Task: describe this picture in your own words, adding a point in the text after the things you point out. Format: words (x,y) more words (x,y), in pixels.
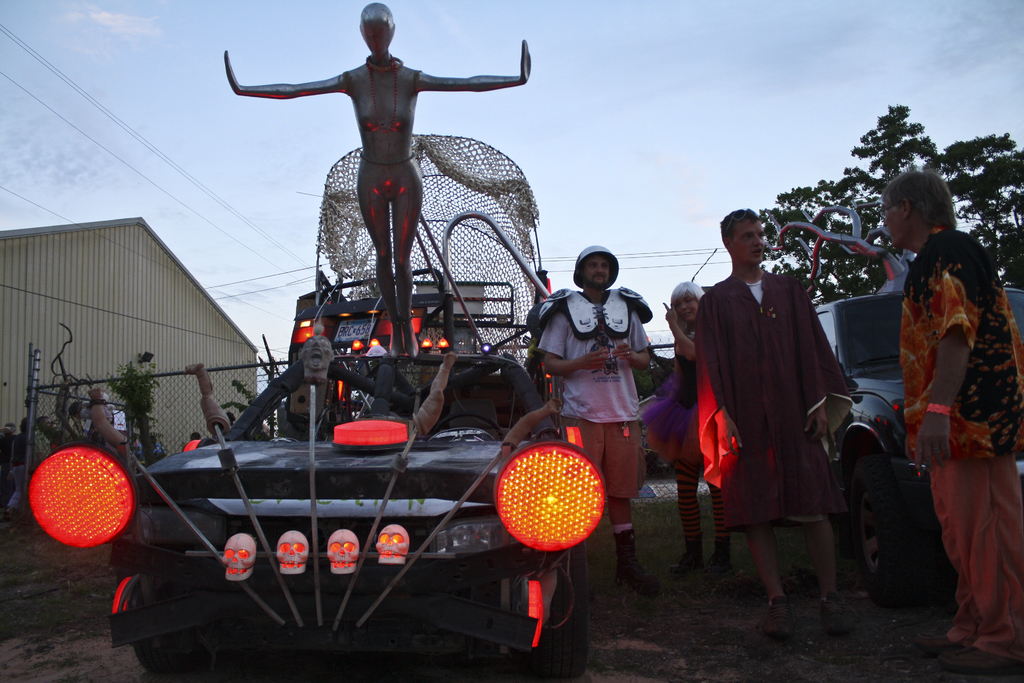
In this picture I can see a statue (411,178) on a vehicle (370,478), on the right side (771,241) few persons (775,374) are standing and there are trees (804,272). On the left side (197,285) I can see a shed (232,335), at the top (608,120) there is the sky (608,124).
